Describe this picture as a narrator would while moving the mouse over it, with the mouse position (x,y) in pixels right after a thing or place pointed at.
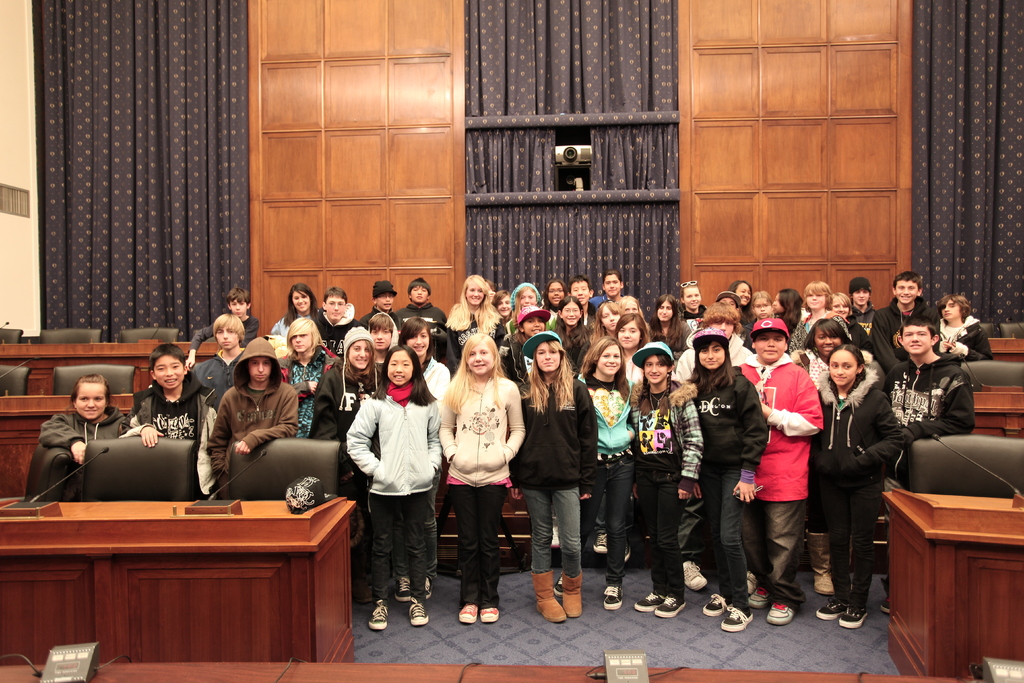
In this picture group of people (836,579) standing. This is floor (545,638). We can see chairs (143,456) and tables (56,402). On the background (308,138) we can see wall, curtains (626,62) and camera (566,151). On the table (214,522) we can see microphones (1018,490).
